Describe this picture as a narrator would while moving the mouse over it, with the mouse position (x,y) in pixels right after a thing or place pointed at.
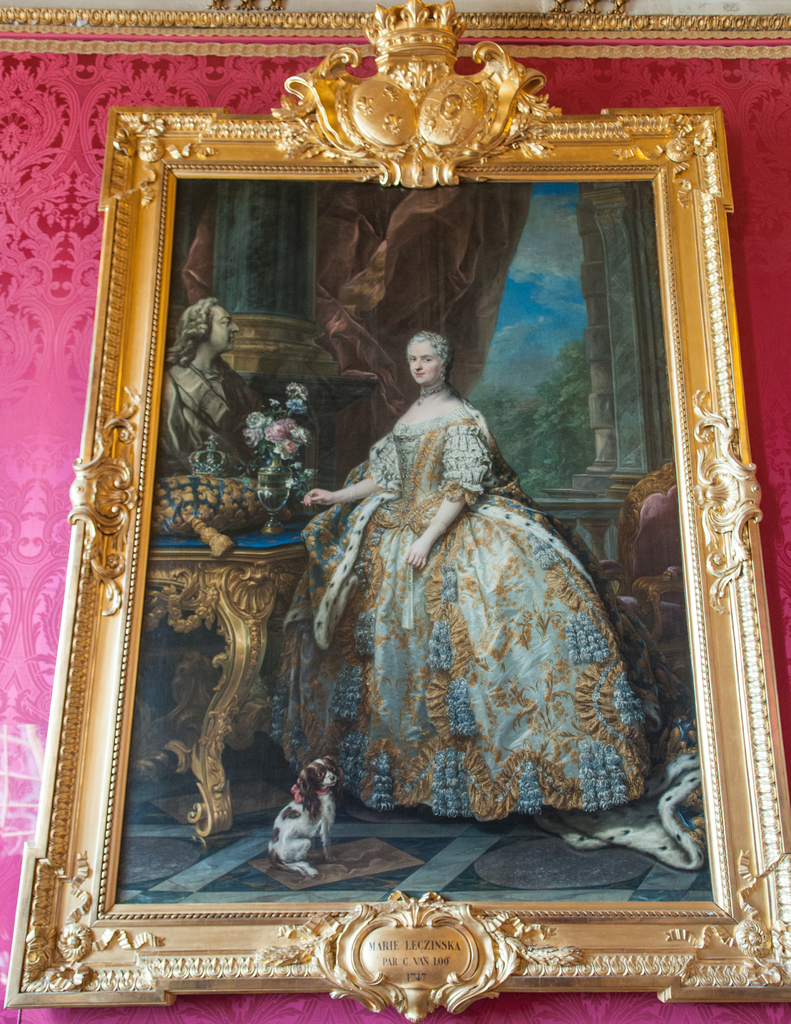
In this image I can see the pink colored surface (63,173) and to it I can see a photo frame (344,153) which is gold in color. In the photo (386,531) I can see a person (506,636), a dog (303,827), a couch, few trees (520,399) and the sky (539,298).
